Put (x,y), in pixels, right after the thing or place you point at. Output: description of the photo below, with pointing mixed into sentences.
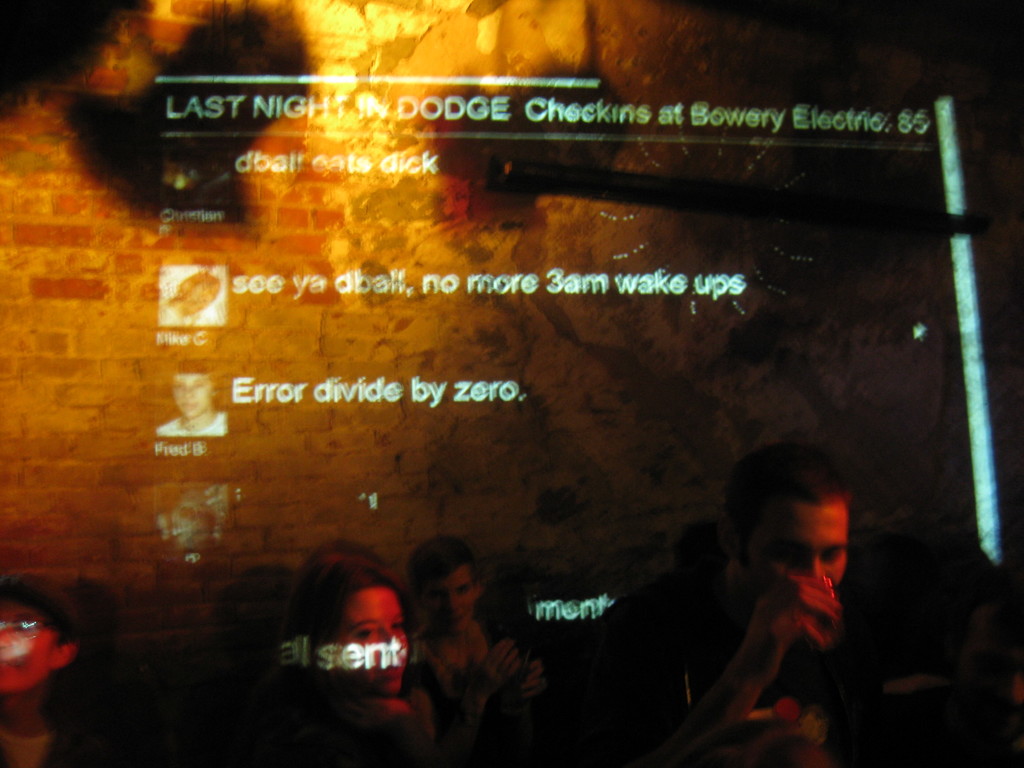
In this image I can see group of people (899,651) sitting and I can see something written on the image and the background (829,328) is in brown color.
